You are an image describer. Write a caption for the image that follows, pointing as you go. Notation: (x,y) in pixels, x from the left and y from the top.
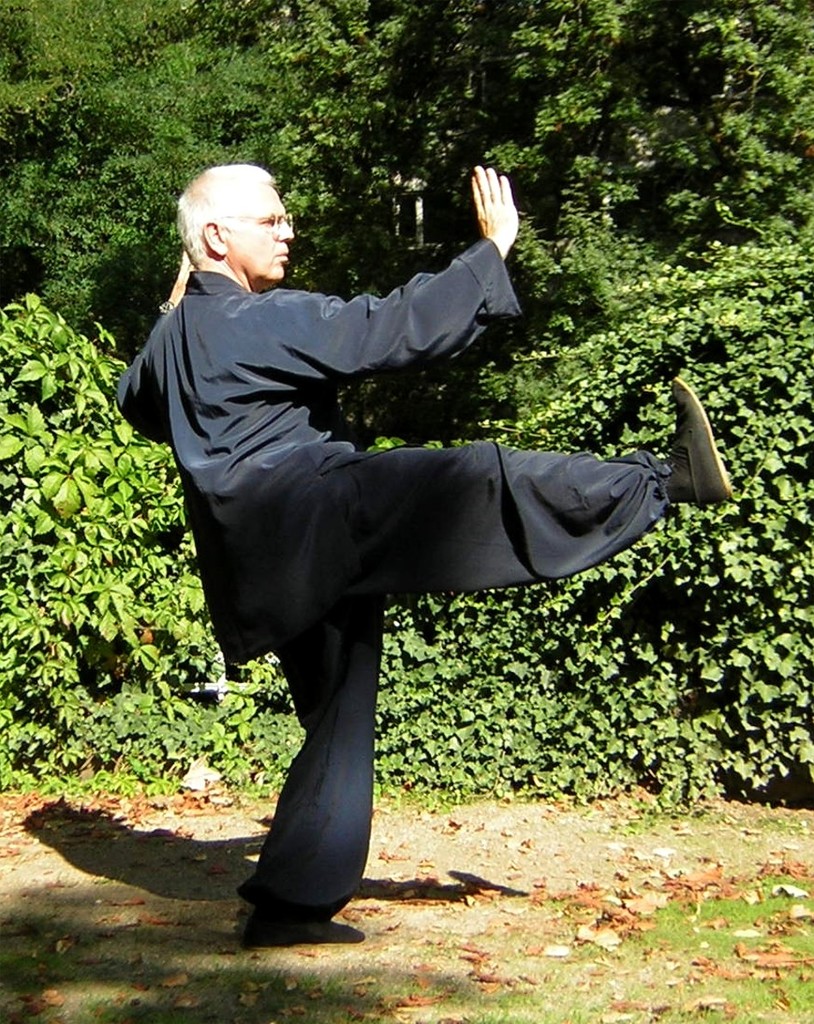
The man (295,490) in the black dress (319,323) is practicing tai chi. At the bottom of the picture (577,940), we see grass (559,964) and dried leaves (577,940). There are trees (521,289) in the background (380,740). This picture might be clicked in the garden (150,288) or in the park (223,673).
